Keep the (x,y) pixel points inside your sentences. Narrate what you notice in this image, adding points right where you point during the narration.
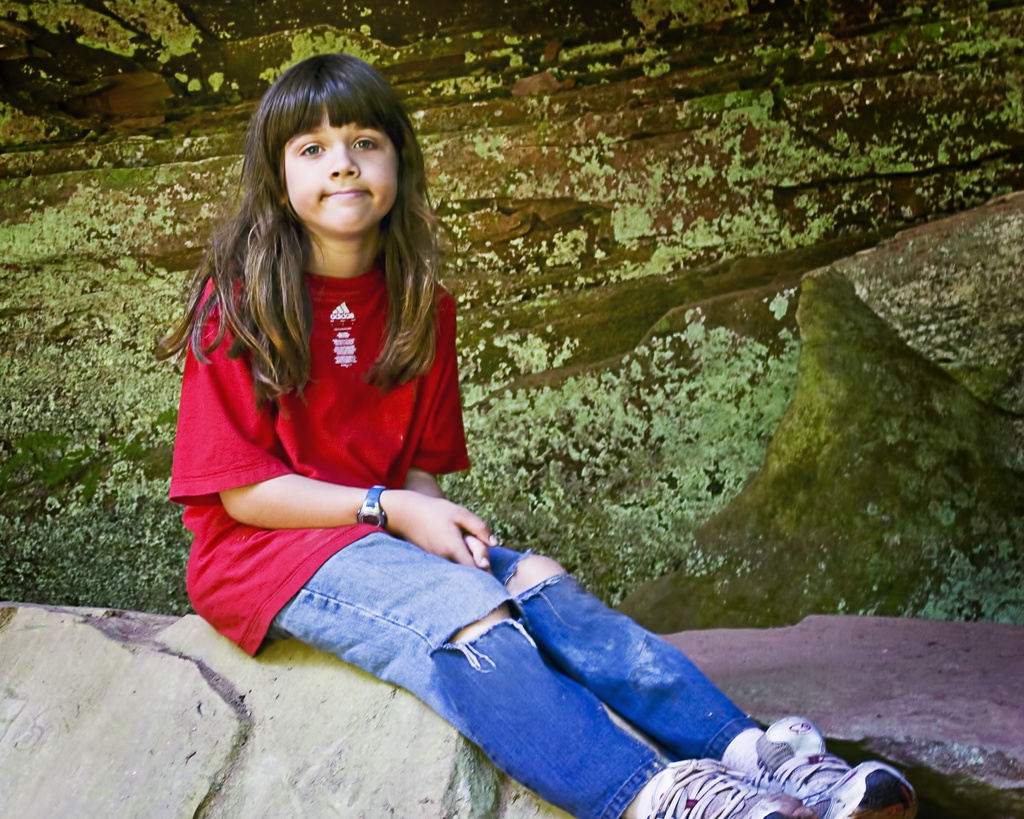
In this image, in the middle (381,415), we can see a girl (368,401) wearing a red color shirt (368,401) is sitting on the rocks (307,753). In the background (510,138), we can see some rocks (890,359) and a grass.
